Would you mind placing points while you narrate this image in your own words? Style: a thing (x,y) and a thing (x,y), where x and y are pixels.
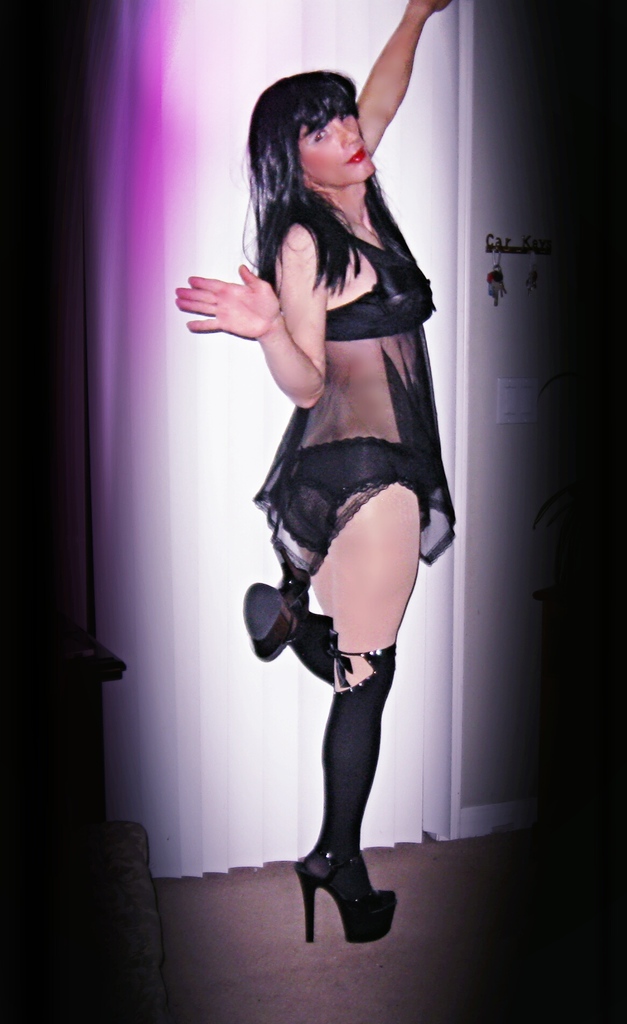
In this image we can see a woman (329,864) standing on the floor (426,891). In the background (228,235) we can see curtain (181,368), wall (488,208) and a key holder (516,249) attached to the wall (461,190).
